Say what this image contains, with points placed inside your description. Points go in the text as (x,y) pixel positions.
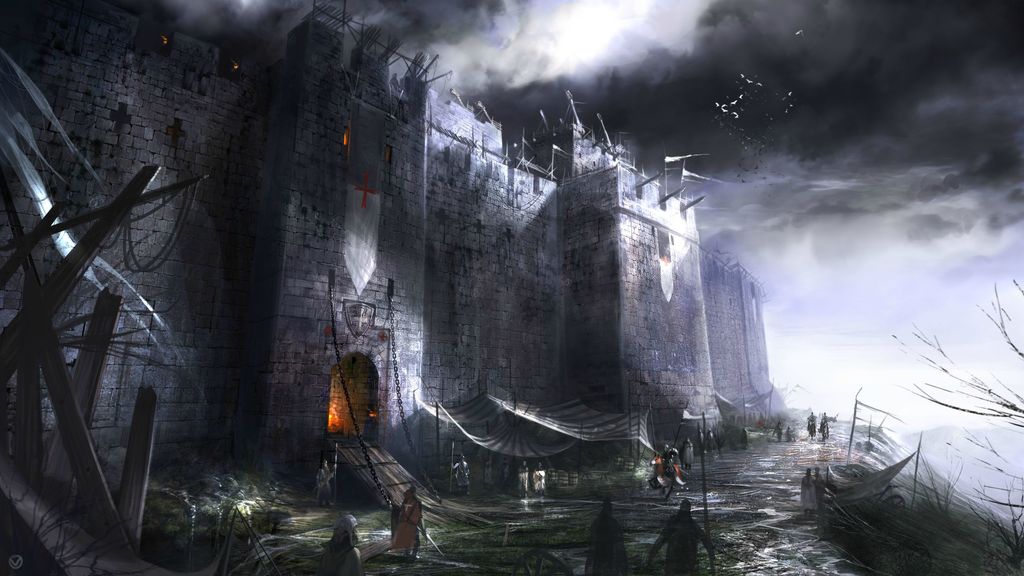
In this picture I can see it looks like an animation at the bottom (612,529) there are people (692,569). In the middle (613,298) there is a fort (690,278). At the top (738,89) there is the sky (711,118).
